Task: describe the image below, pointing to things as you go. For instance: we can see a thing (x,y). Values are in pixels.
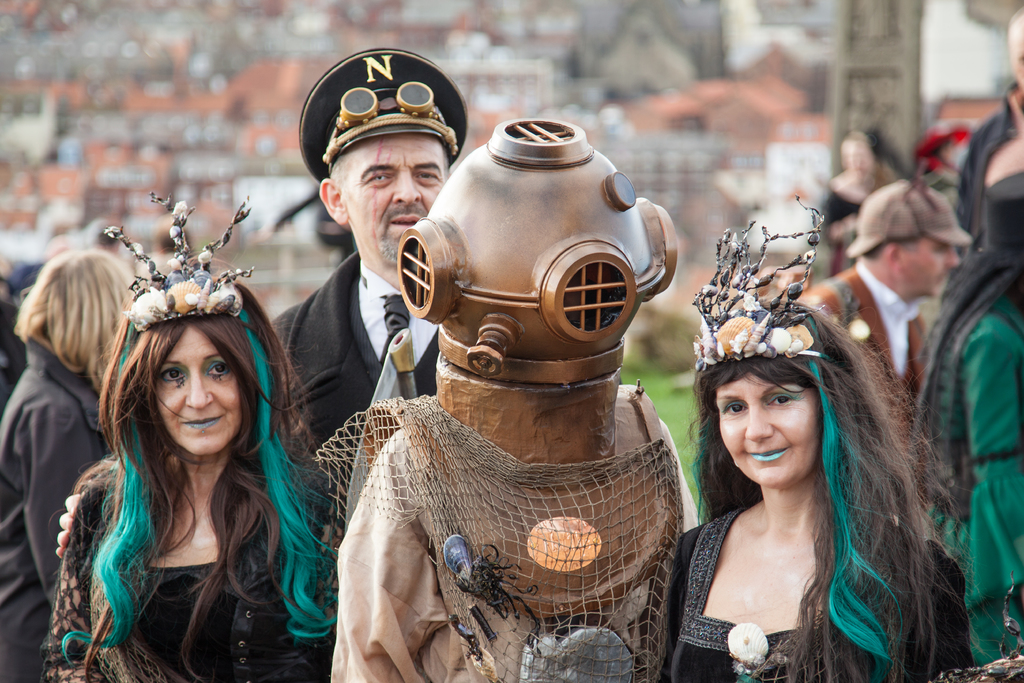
In this picture we can see some people (426,391) standing here, they wore costumes (323,345), in the background (716,164) there are buildings (714,112), this man (395,183) wore a cap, we can see grass (674,409) here.
